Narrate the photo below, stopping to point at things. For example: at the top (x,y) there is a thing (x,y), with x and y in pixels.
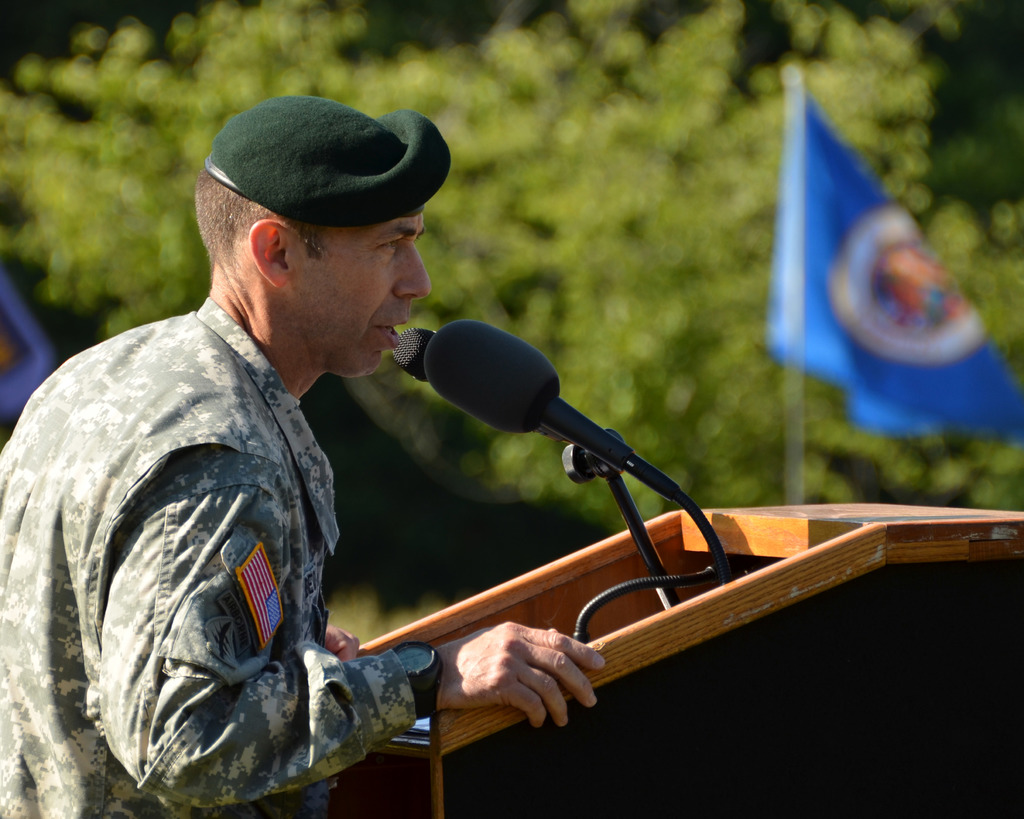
In this image we can see a man (188,771) who is wearing army uniform (170,501). In front of the man (530,721), podium (595,688) and mic (508,397) is there. Background of the image (566,316), tree (562,141) and the flag (830,311) is present.
